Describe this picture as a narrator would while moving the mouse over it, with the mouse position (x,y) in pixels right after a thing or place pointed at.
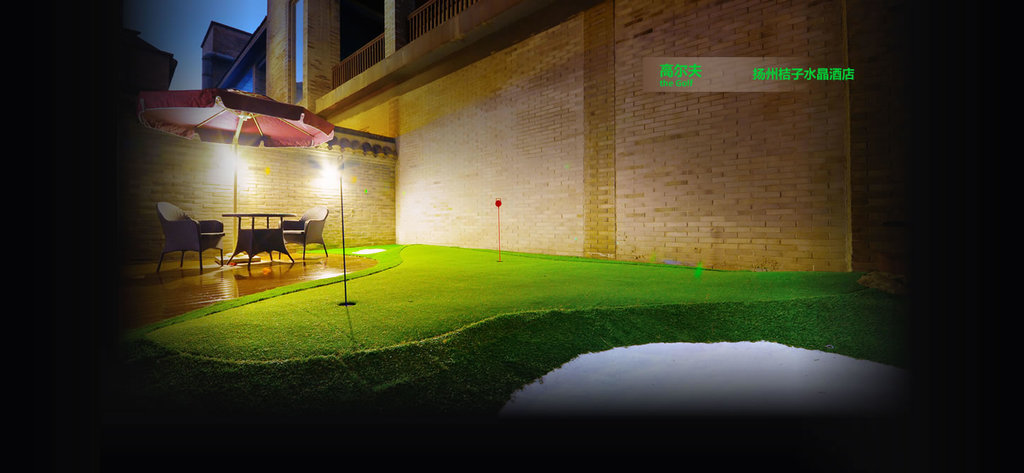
In the picture we can see an animated picture of grass surface (346,317) and near to it, we can see a wooden surface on it, we can see some chairs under the table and umbrella (214,132) and behind we can see a wall (352,193) and a building (393,99) and sky (240,27).
